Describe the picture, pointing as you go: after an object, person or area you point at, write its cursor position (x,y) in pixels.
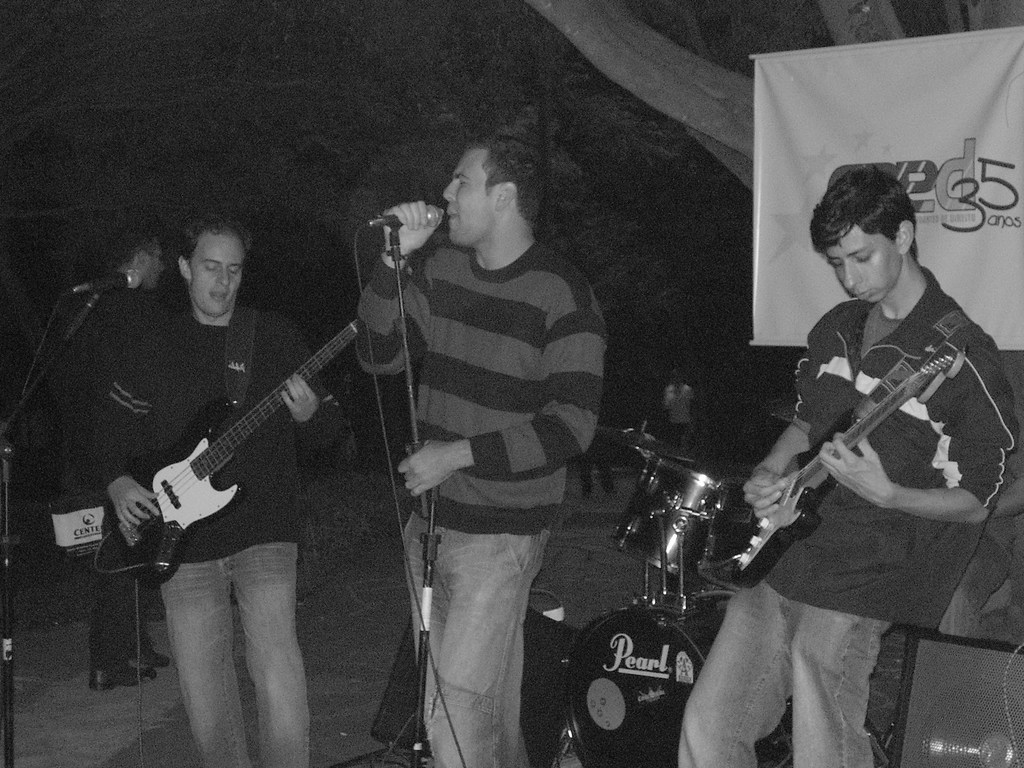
This is a black and white picture. On the background (964,152) we can see a banner (878,148). We can see three persons (969,451) standing in front of a mike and playing musical instruments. This man (399,337) is singing in a mic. These are drums (636,735).
